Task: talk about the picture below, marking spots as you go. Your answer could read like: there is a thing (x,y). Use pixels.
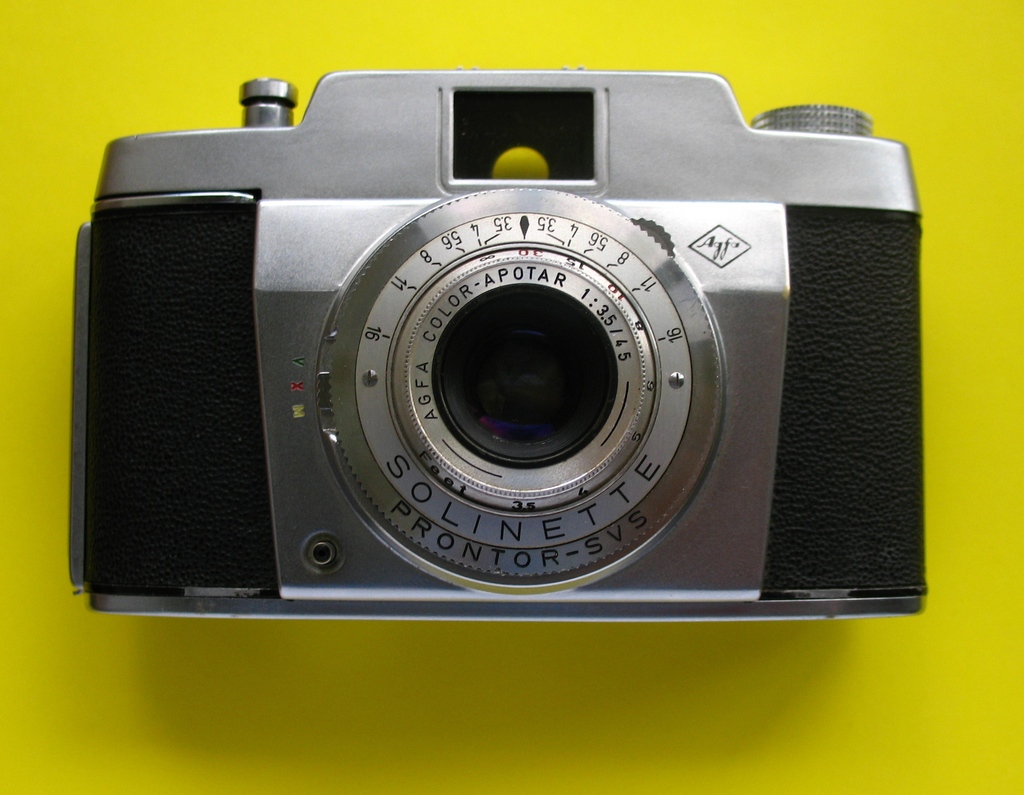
In the picture I can see a camera (624,489). The background of the image (722,738) is yellow in color.
